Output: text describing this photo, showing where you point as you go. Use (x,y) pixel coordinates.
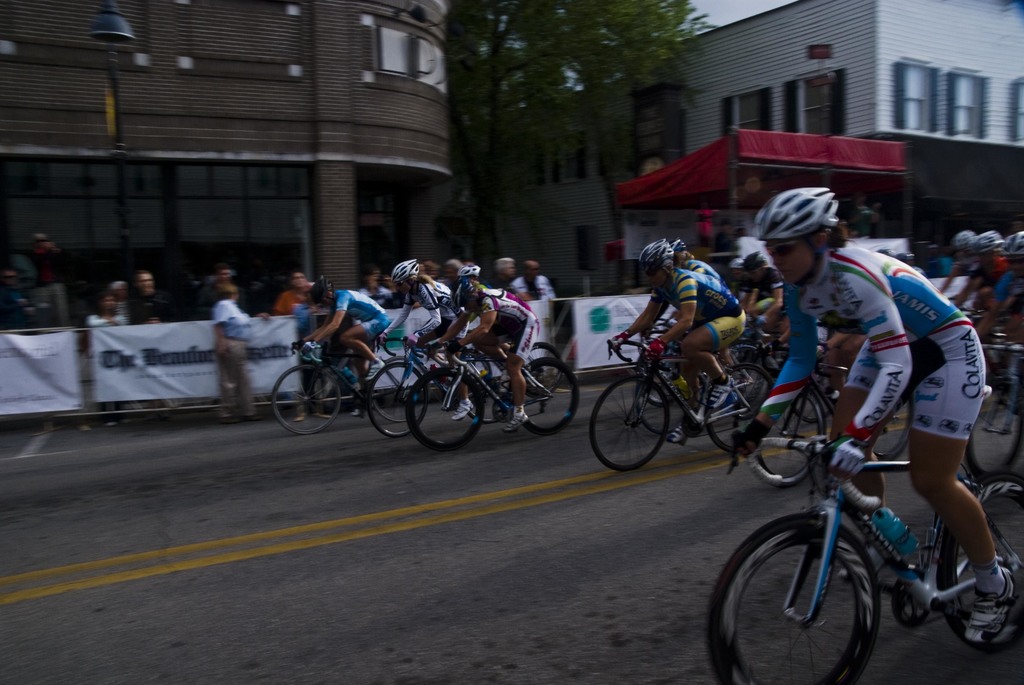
In this image we can see some group of persons (843,453) wearing sports dress (803,363), shoes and helmets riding bicycles (863,590) and in the background of the image (236,258) there are some persons (245,372) standing behind fencing (184,371) there are some buildings (404,110) and trees (520,80).
